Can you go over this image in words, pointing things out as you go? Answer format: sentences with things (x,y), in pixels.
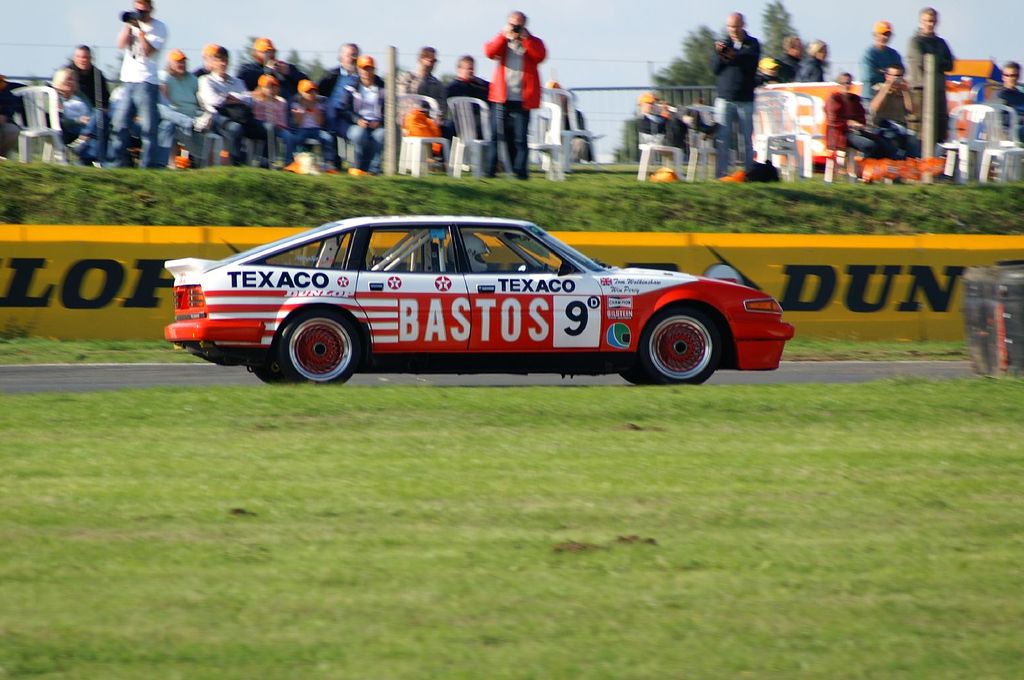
In this picture we can see a person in a vehicle (390,286) and the vehicle (336,316) is on the road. Behind the vehicle (499,317), there are boards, chairs (982,111), grass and a person (731,88) is holding a camera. Behind the people (735,66) there are iron grilles (674,99), trees (694,77) and the sky (625,34).
